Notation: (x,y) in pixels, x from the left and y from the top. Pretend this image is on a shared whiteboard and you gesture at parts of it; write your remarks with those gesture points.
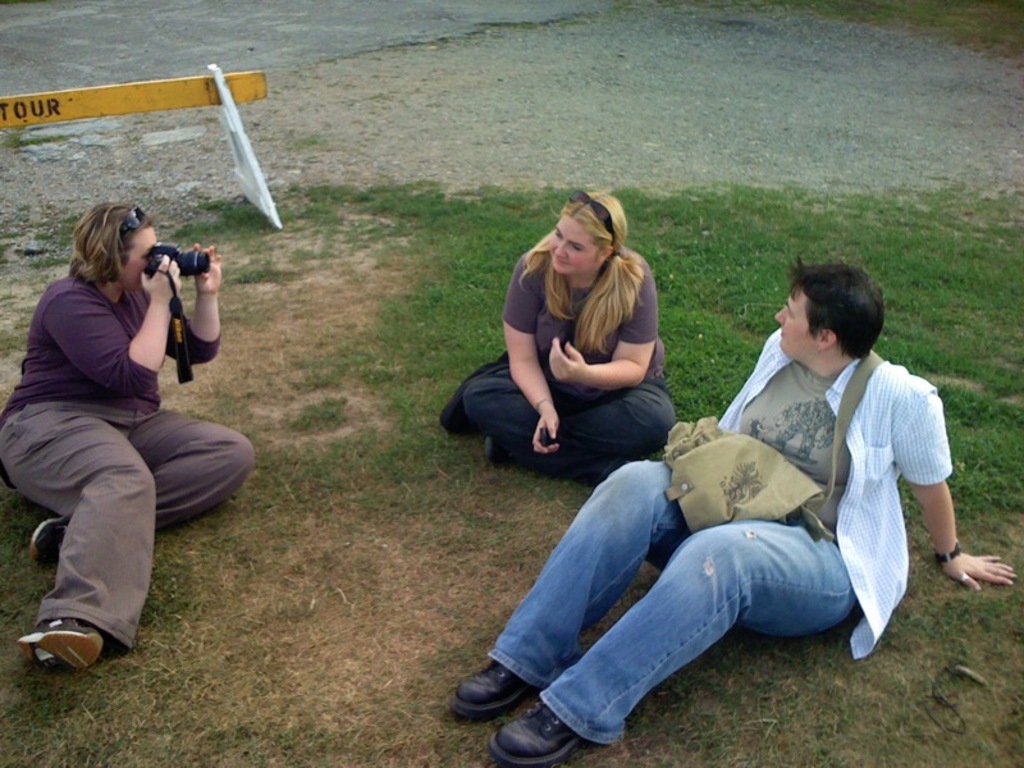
3 people (133,578) are sitting. The person (127,426) at the left (177,289) is holding a camera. There is a road (16,156) and a stand (208,89) at the back (237,202).
